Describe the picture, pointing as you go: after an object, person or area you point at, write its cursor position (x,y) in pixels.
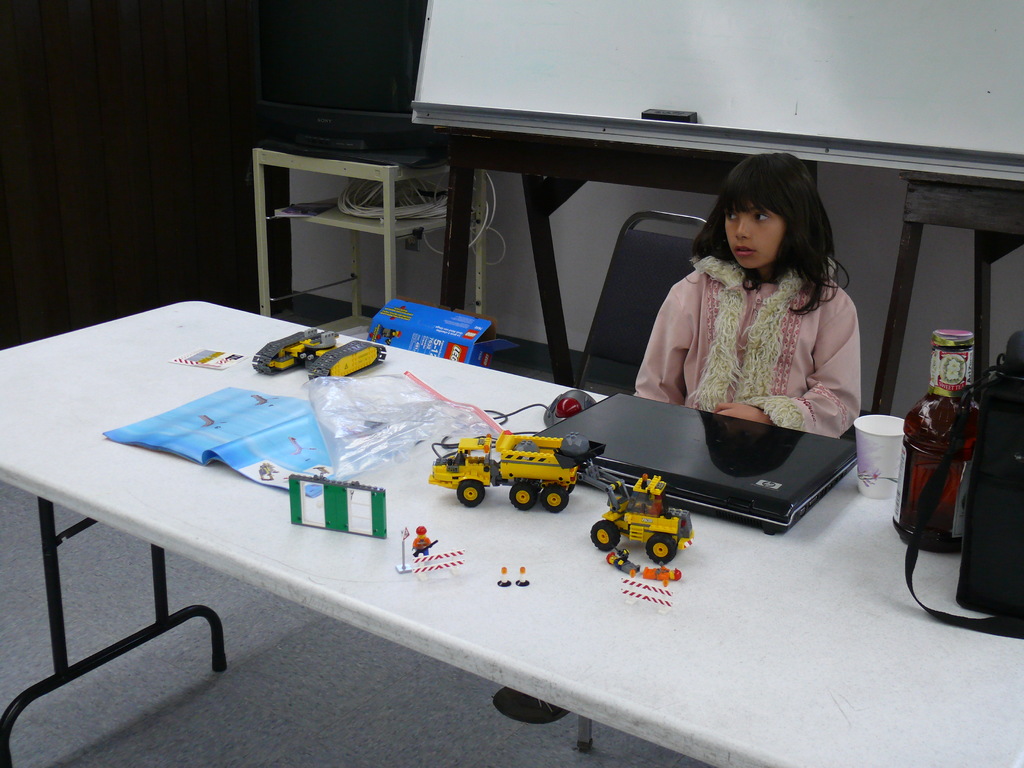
In this photo, we can see a girl (692,359) is sat on the chair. In-front of her, there is a table (521,400). On top of that, we can see laptop (585,418), mouse (560,414), some toys (529,448), book (315,436), cover (331,412), cup (889,457), bottle (913,448) and bag (979,461). And the girl (813,347) wear a pink color dress (835,356). She leaves her hair (809,233). Behind her, we can see a white board (816,94). On top of the image (390,69), we can see a television (373,68) and white color stand (364,167). Here we can see some wires (423,209). On the left side (150,193), we can see a brown color wall (99,178).
